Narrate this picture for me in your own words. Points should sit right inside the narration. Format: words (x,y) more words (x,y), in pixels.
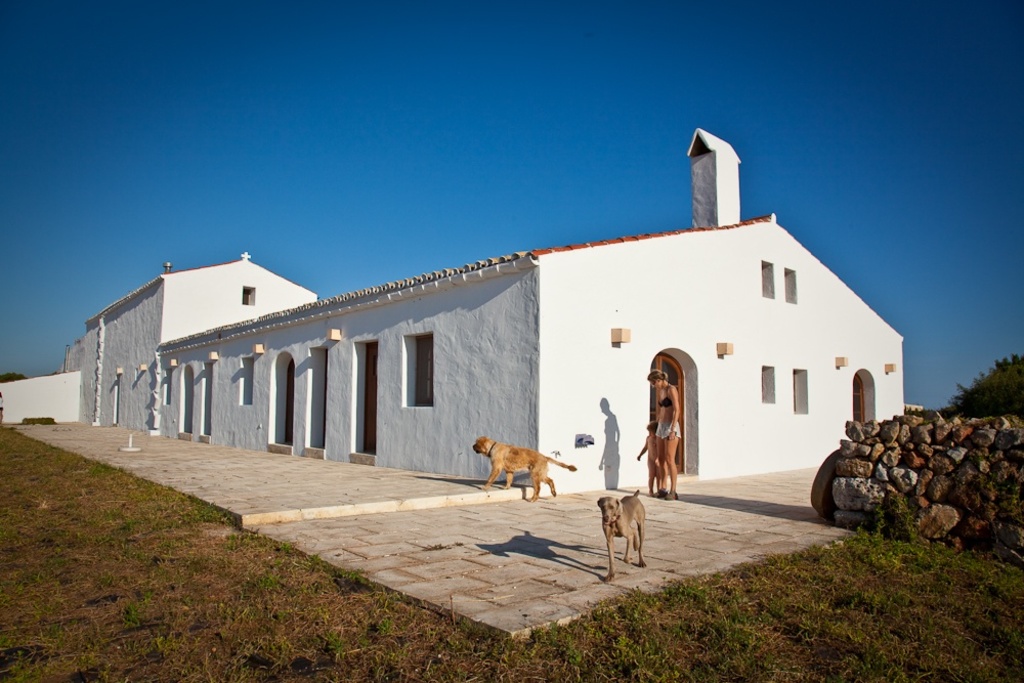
In this picture we can see grass (725,631) at the bottom (734,648), in the background (616,447) there is a house (411,394), we can see two dogs (611,523) and two persons (663,442) here, on the right side (884,456) there are some rocks (939,466) and a tree (1000,391), we can see the sky (477,72) at the top of the picture (468,66).
